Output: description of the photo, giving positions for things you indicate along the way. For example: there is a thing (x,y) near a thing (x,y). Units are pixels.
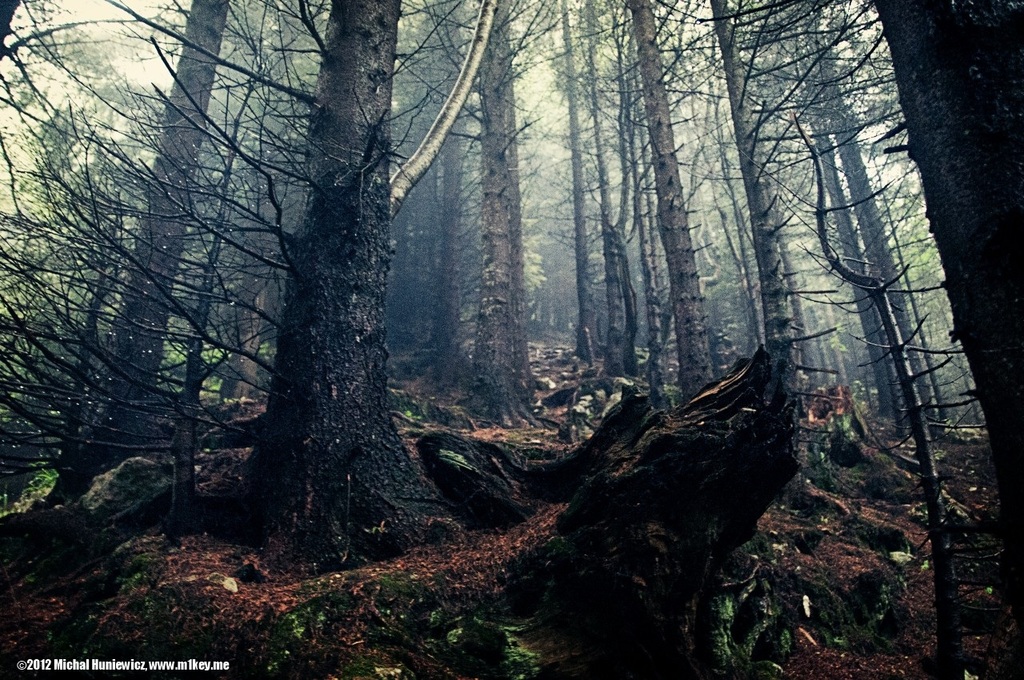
In this image we can see some trees (313,430) and foggy sky (167,18).
